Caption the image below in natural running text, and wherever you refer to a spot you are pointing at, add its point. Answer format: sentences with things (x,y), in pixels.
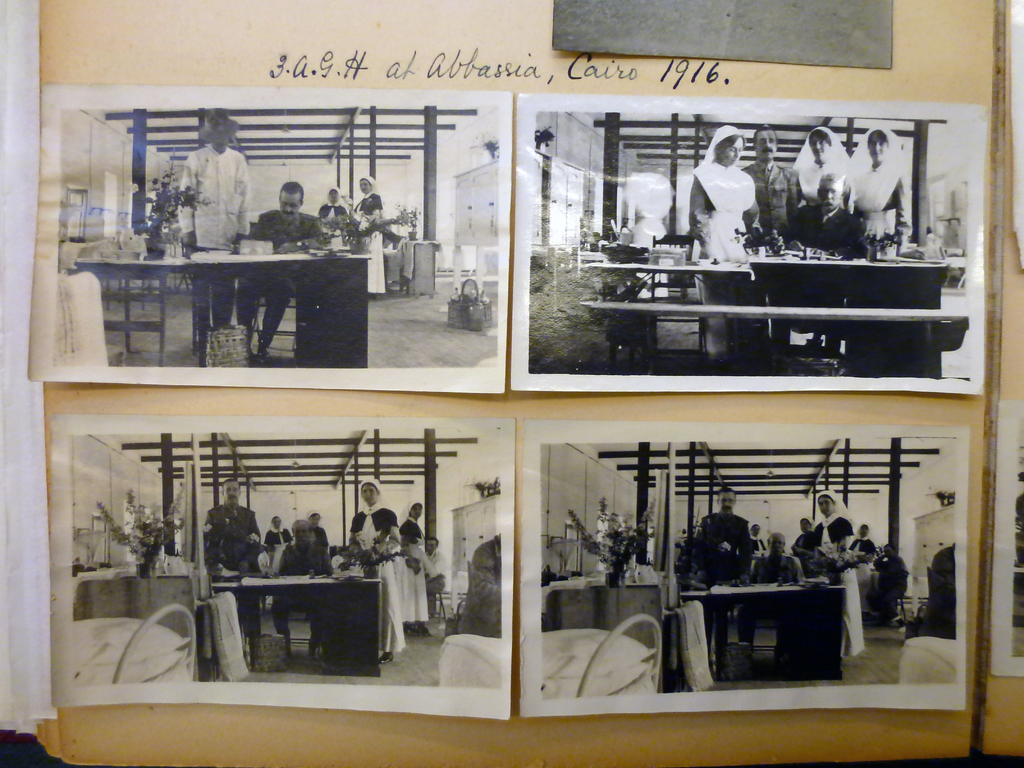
In this image we can see some photographs (538,293) and text (393,70). In the photographs (666,439), there are some persons (641,234) and other objects (625,342).
